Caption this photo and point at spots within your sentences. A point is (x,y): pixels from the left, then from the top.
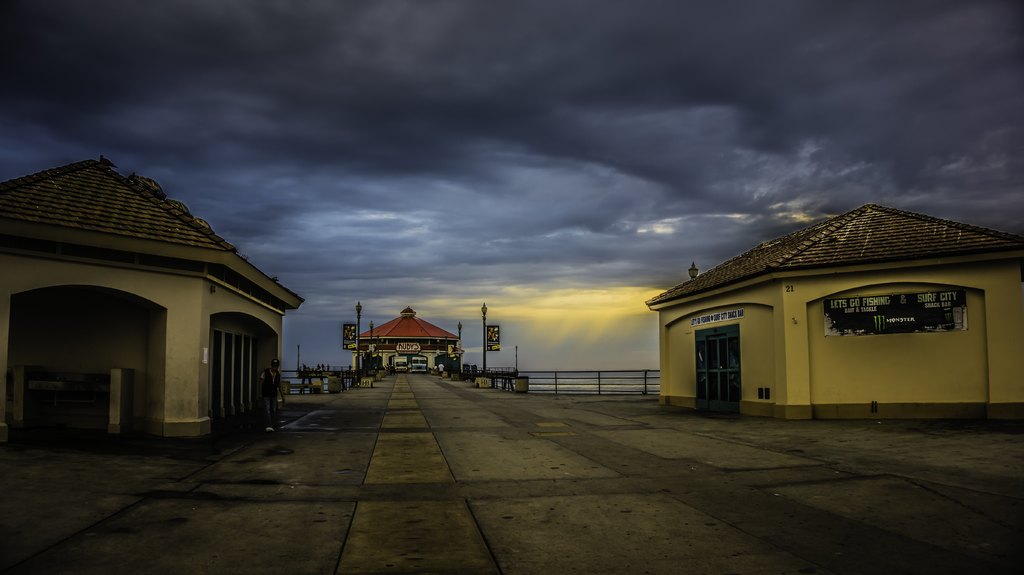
In this image we can see some houses (112,261), a person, vehicles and other objects (479,376). At the top of the image (465,106) there is the sky (661,72). At the bottom of the image (477,499) there is the road (743,494).
